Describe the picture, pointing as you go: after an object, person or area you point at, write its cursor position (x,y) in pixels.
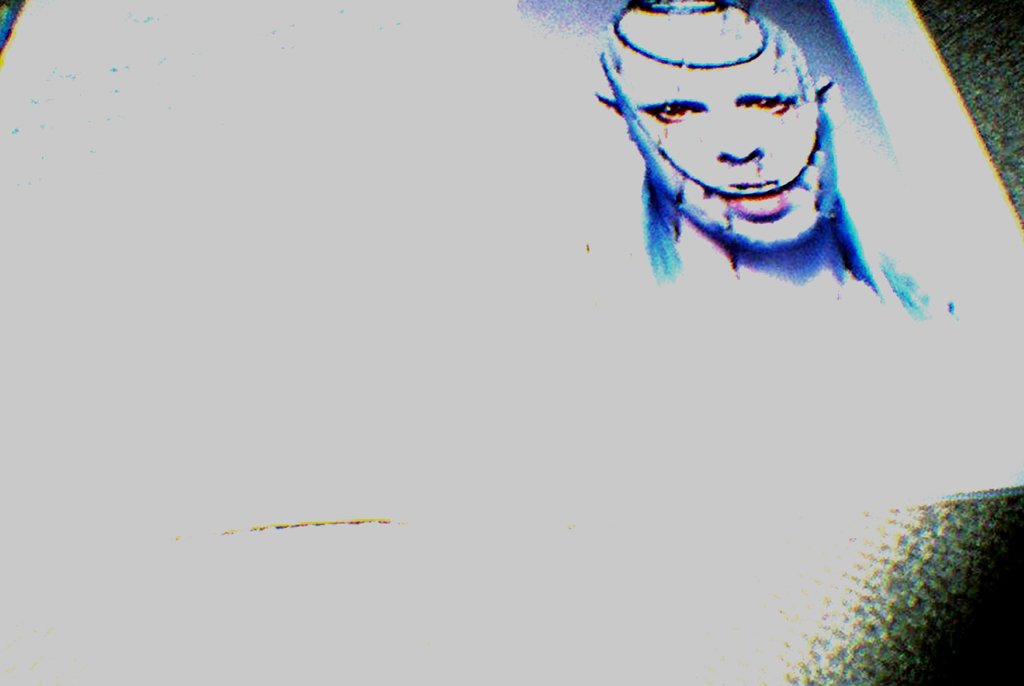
Here in this picture we can see a paper (700,156) and on that we can see a face (719,28) printed over there.
